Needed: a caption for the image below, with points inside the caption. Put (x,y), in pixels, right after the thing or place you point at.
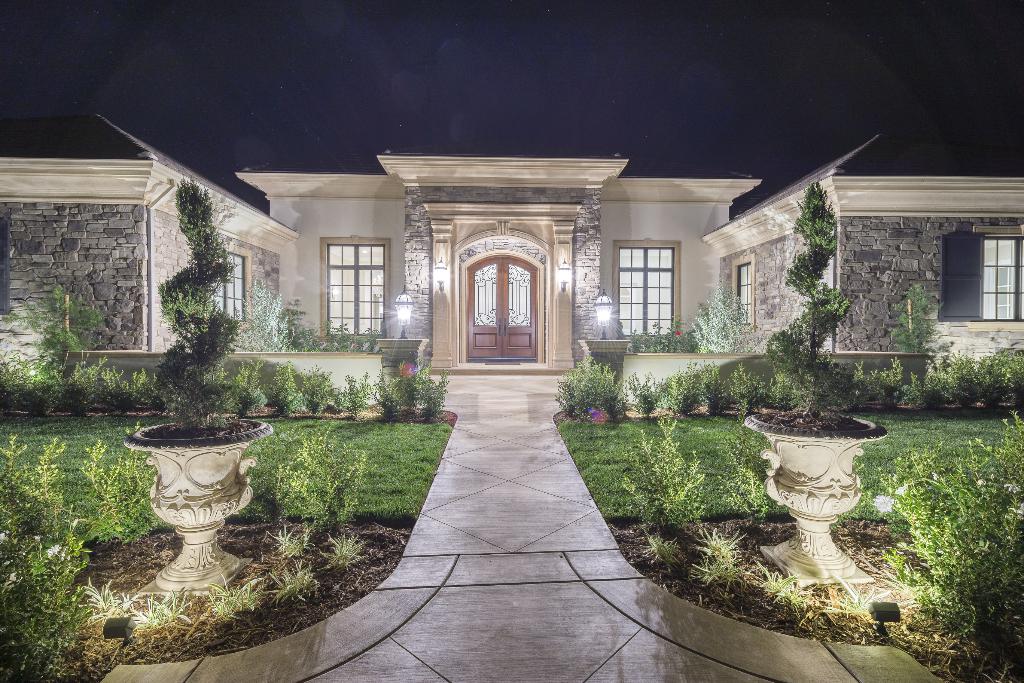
In the picture we can see a house (847,220) with doors (478,280) and windows (641,326) and near to it we can see a floor (539,380) and way (519,424) and besides the way (470,661) we can see a grass surface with plants (626,397) and behind the house (344,192) we can see a sky (746,50) which is dark.
